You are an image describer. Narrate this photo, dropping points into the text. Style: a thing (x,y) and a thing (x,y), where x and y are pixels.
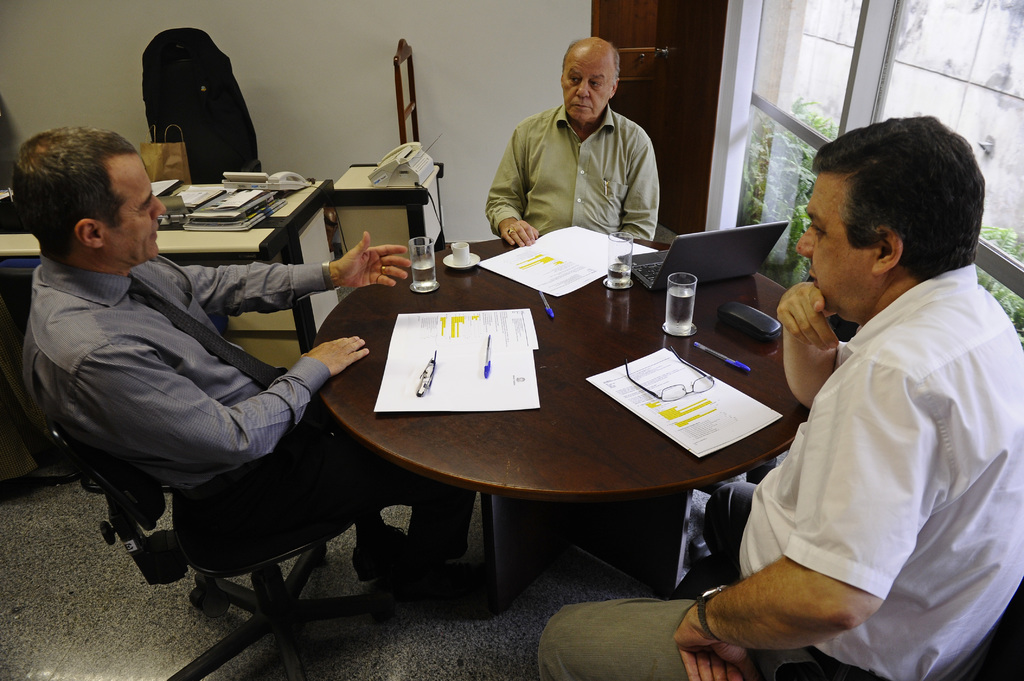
In this image we can see there are persons (405,270) sitting on the chair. And there is a table (562,348), on the table (637,354) there are books (263,198), phone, pens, glasses (686,292), spectacles (706,374), cup (458,244), saucer (449,261) and a few objects (394,163) on it. And at the back (466,179) there is a door (701,115), window (962,105), wall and the plants (785,180).
